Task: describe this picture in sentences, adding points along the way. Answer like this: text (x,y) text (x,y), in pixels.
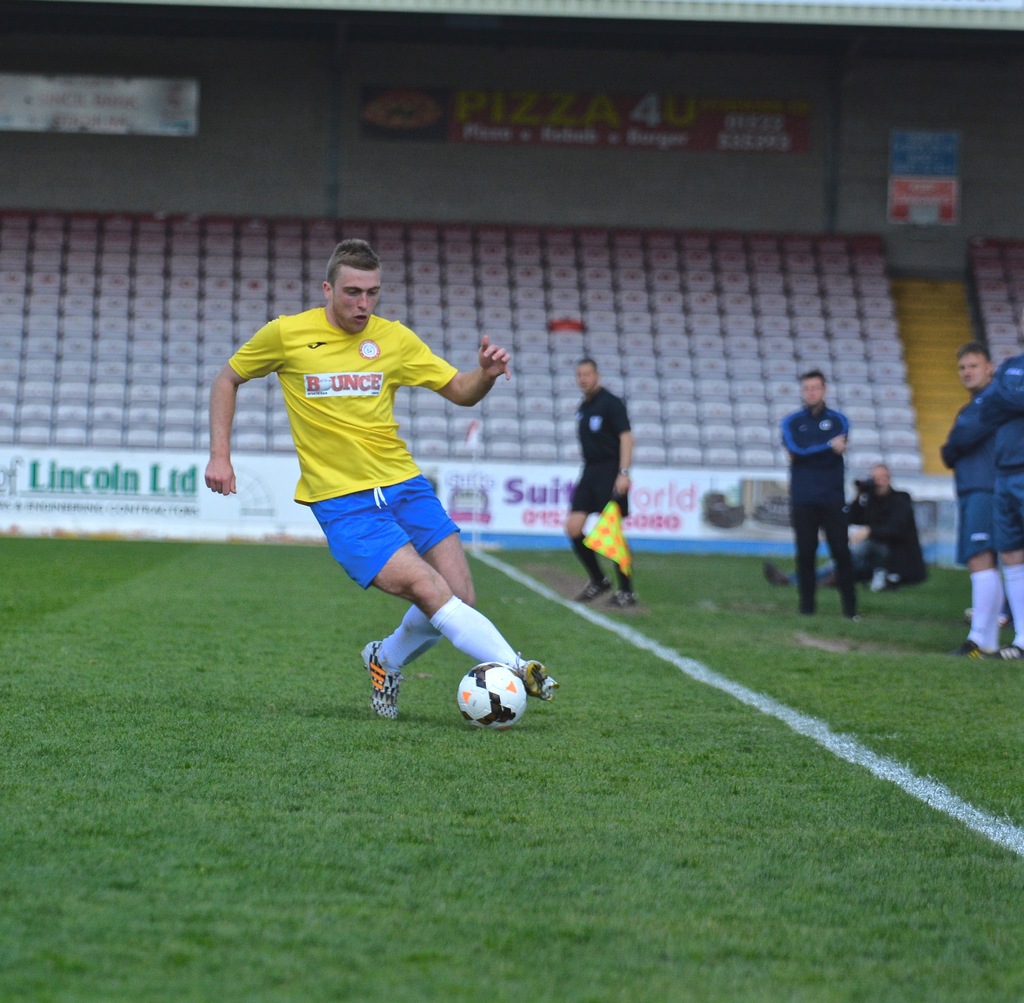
In this image I can see the group of people (805,502) are on the ground (793,762). I can see these people (1004,513) are wearing the different color dresses (974,527) and there is a ball (482,710) on the ground (433,761). In the background (148,344) I can see the chairs (767,360), stairs (936,355) and few more boards (552,139).
